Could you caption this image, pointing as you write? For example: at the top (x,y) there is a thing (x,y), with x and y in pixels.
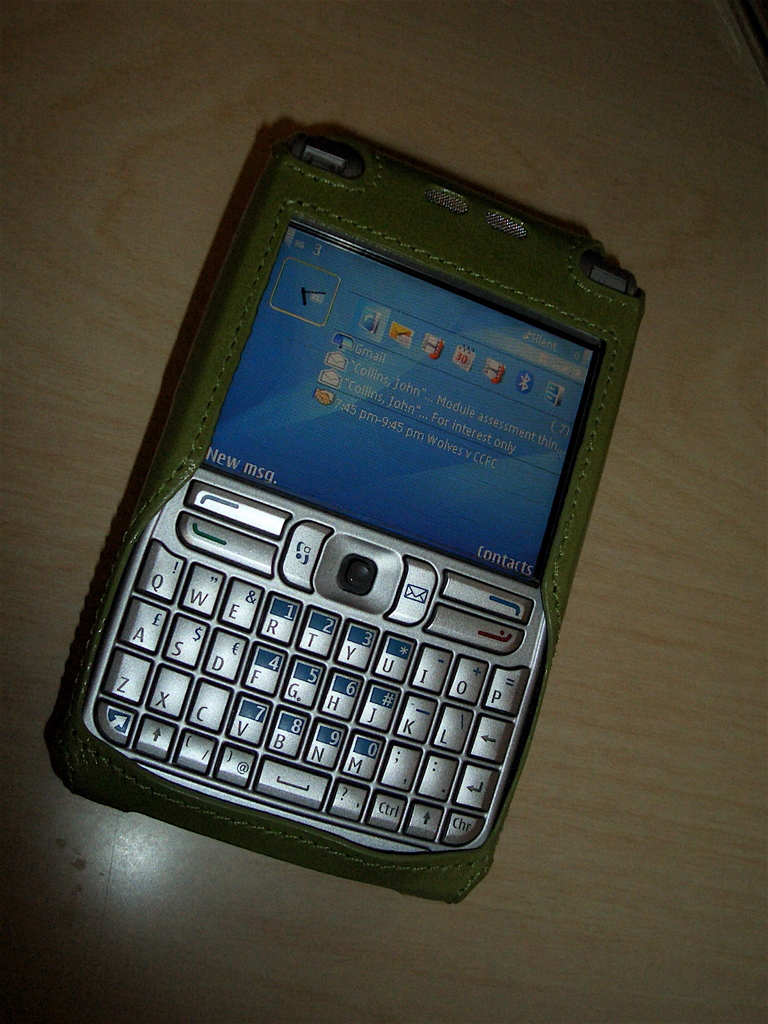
In this image we can see a mobile phone (344,683) which is placed on the surface (38,717). We can also see some text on its screen (363,485).
